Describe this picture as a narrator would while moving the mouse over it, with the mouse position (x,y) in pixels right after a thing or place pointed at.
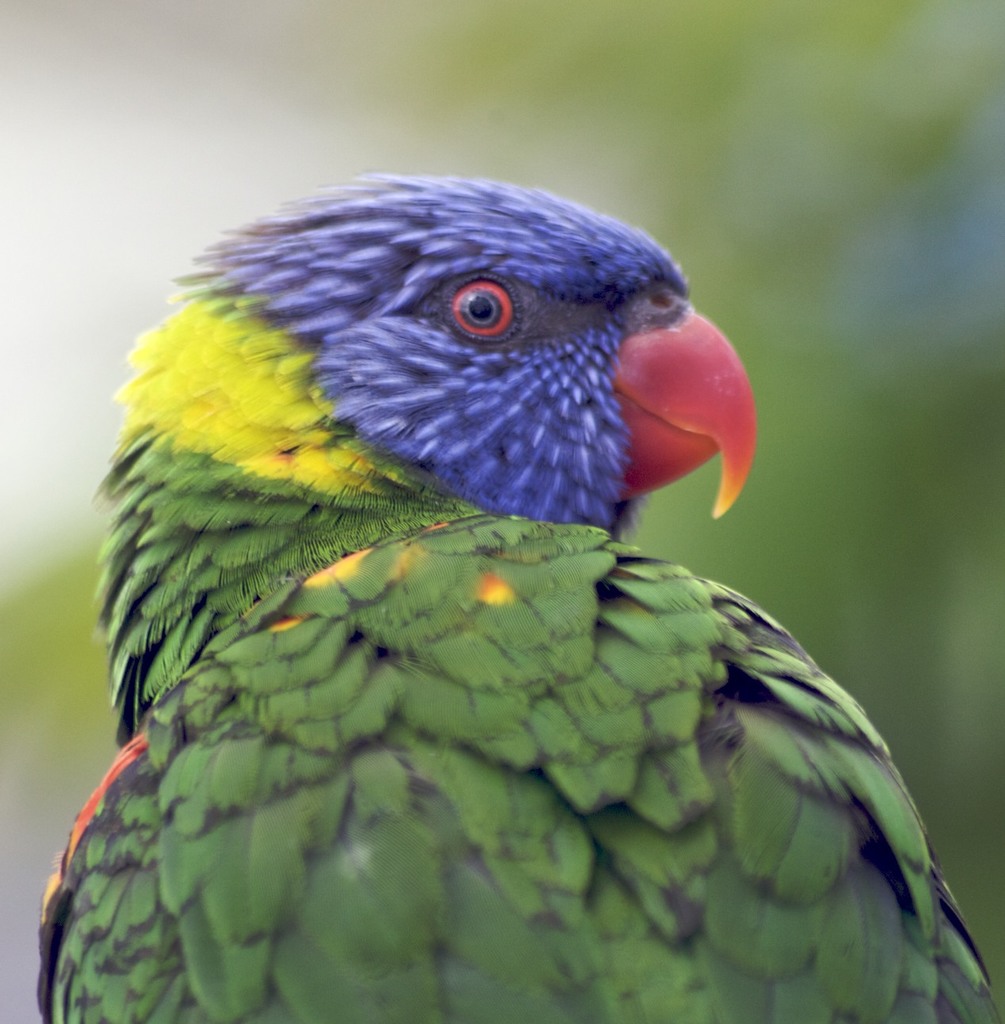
In this image there is a bird (348,688). The background (816,181) is blurry.
